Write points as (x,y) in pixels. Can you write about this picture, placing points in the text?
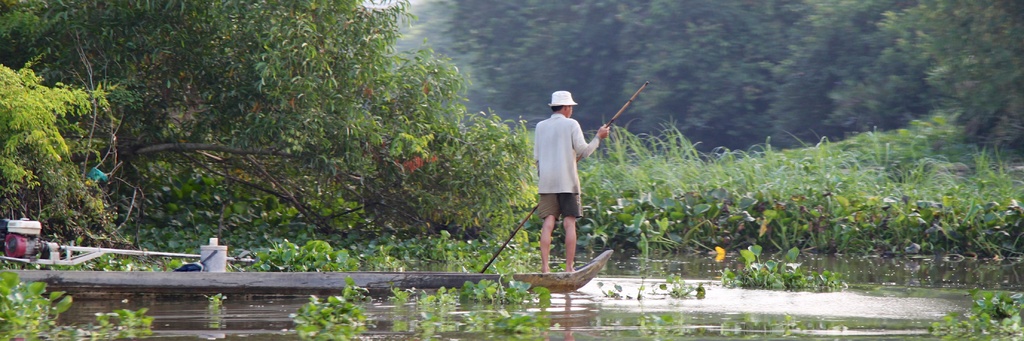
This picture is clicked outside. On the right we can see a person (557,102) wearing hat (566,93) and holding a wooden stick (635,98) and standing on an object (556,272) which seems to be the boat (113,289) in the water body (166,301) and we can see the plants (451,299), trees (670,98) and some other objects (201,264).
